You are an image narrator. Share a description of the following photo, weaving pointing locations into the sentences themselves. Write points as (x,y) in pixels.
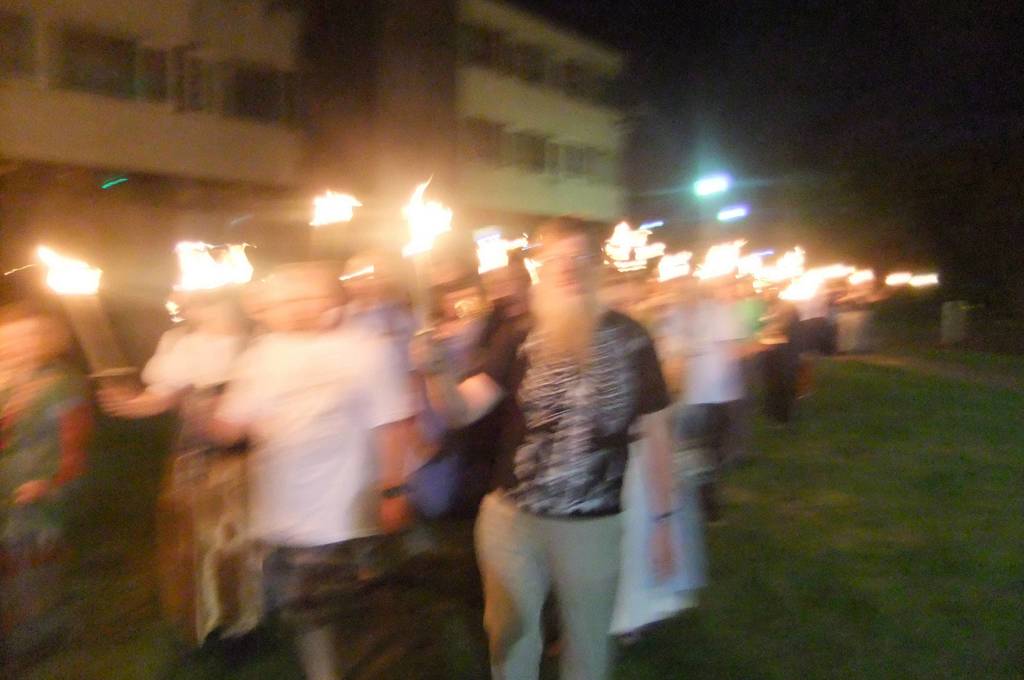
In this picture there is a group of men (494,463) and women (464,472) standing in the front (394,318) and holding the fire stick (788,266) in the hand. Behind there is a white building (441,176).
